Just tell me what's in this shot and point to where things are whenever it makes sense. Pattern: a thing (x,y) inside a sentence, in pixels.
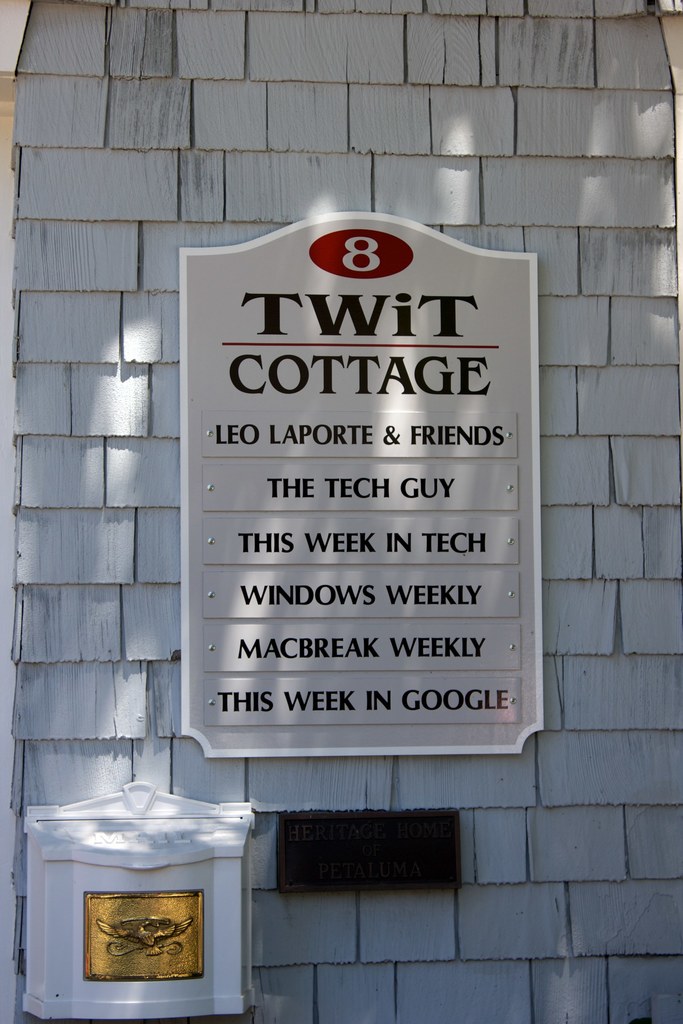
In this image I can see two boards (207,713) are attached to a wall (252,120). Here I can see some text (312,371) on the board (328,506) which is in the middle of the image (354,450).
